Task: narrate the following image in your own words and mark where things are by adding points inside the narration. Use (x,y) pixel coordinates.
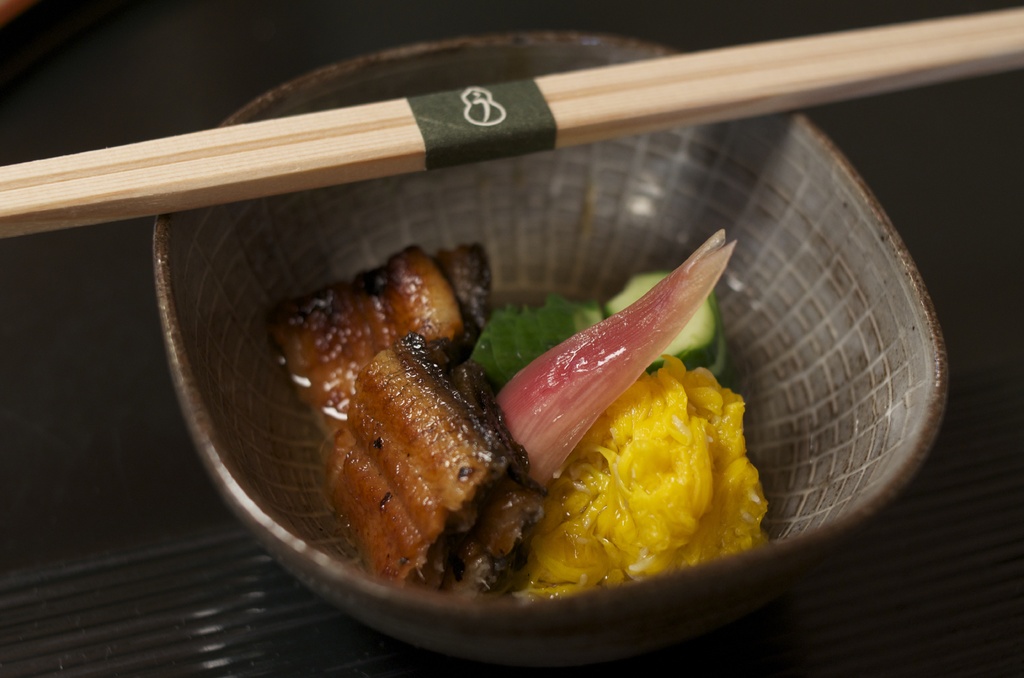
In this picture i could see some food (553,458) with meat (426,476) and vegetables (566,366) in a bowl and two sticks (704,80) on the bowl (437,170).
